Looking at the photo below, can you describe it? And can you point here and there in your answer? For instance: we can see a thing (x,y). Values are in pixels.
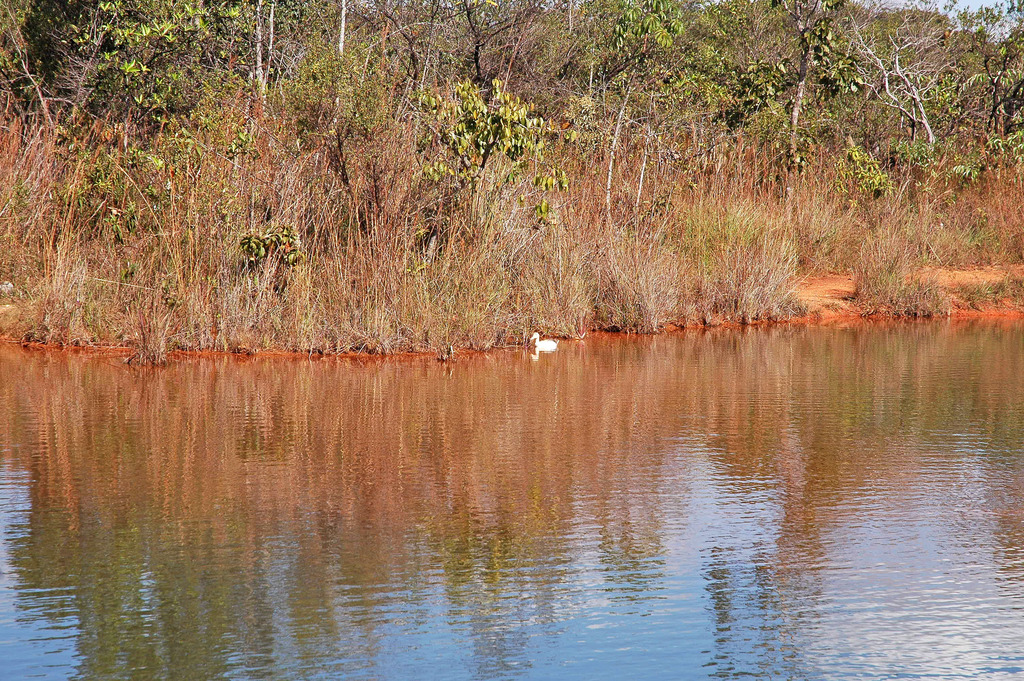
In this picture I can see the water (511,388) in front (105,557) and I can see a white color bird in the center of this picture (549,347) and it is on the water (531,350). In the background (176,249) I can see the plants (696,141) and the trees (528,167).
